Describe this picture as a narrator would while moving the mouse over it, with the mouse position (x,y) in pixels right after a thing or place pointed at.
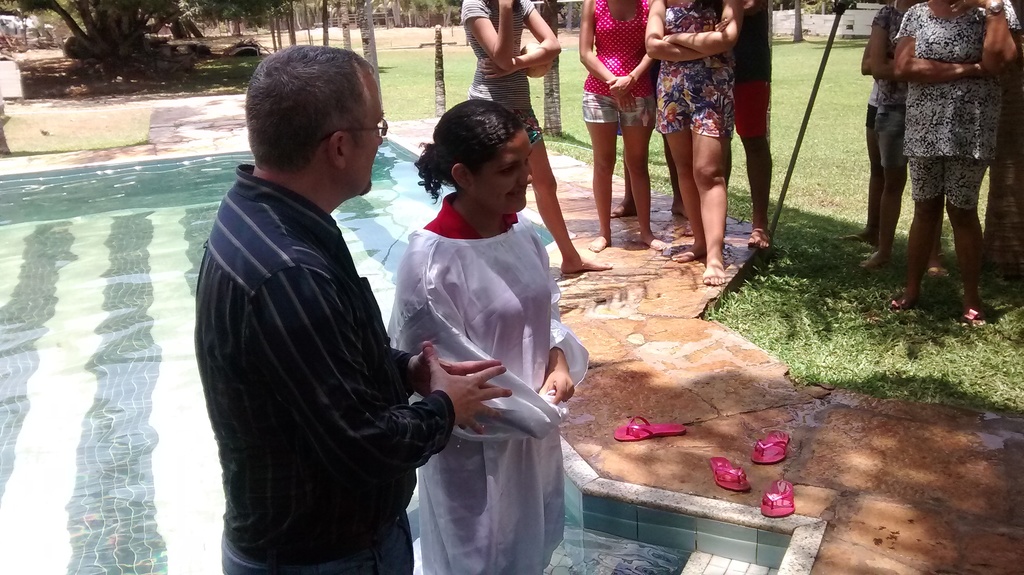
In this image I can see a person (310,341) wearing black colored dress (369,475) and a woman (511,328) wearing red and white colored dress (492,309) are standing. I can see the ground (838,478), few pink colored footwear (788,438) on the ground (889,370), few persons (515,67) standing and the swimming pool (119,346). In the background (280,20) I can see few trees (251,8).
